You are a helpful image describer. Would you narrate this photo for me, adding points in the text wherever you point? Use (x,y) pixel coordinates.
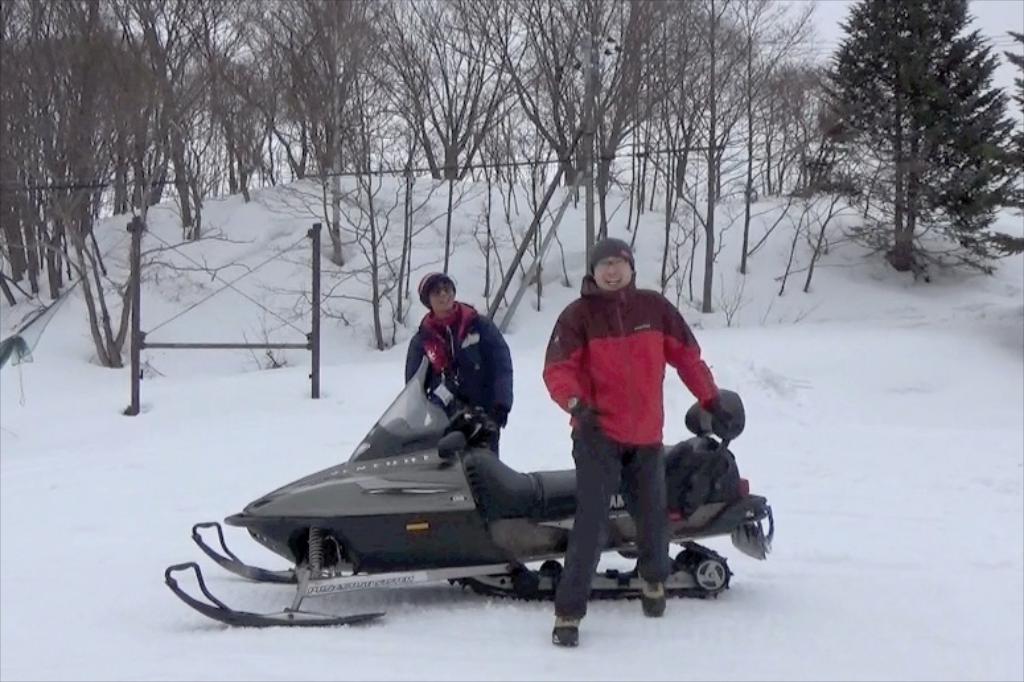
In this picture I can see there are two men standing and there is a snowmobile (410,579). There is snow (863,452) on the floor (218,443) and in the backdrop (186,244) there are few objects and trees (694,121).
